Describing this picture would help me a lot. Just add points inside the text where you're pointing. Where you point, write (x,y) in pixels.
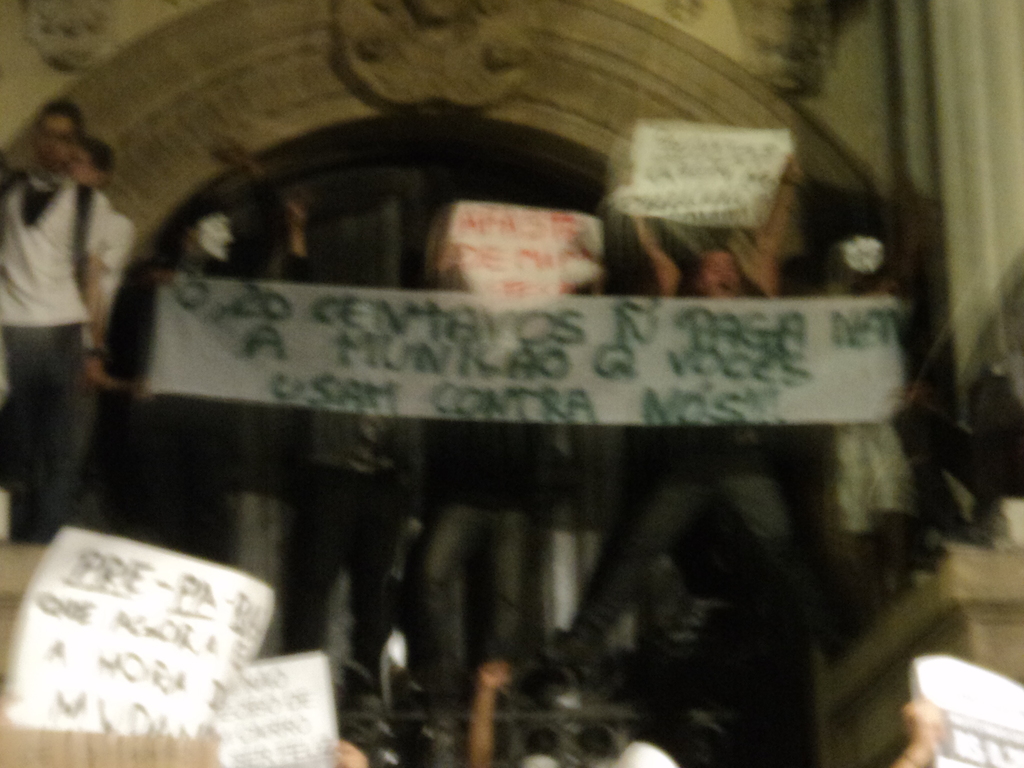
It is a blur image. In this image, we can see a group of people (27,481). Few are holding banners (698,389). Here we can see wall (856,102) and carvings (522,46).
